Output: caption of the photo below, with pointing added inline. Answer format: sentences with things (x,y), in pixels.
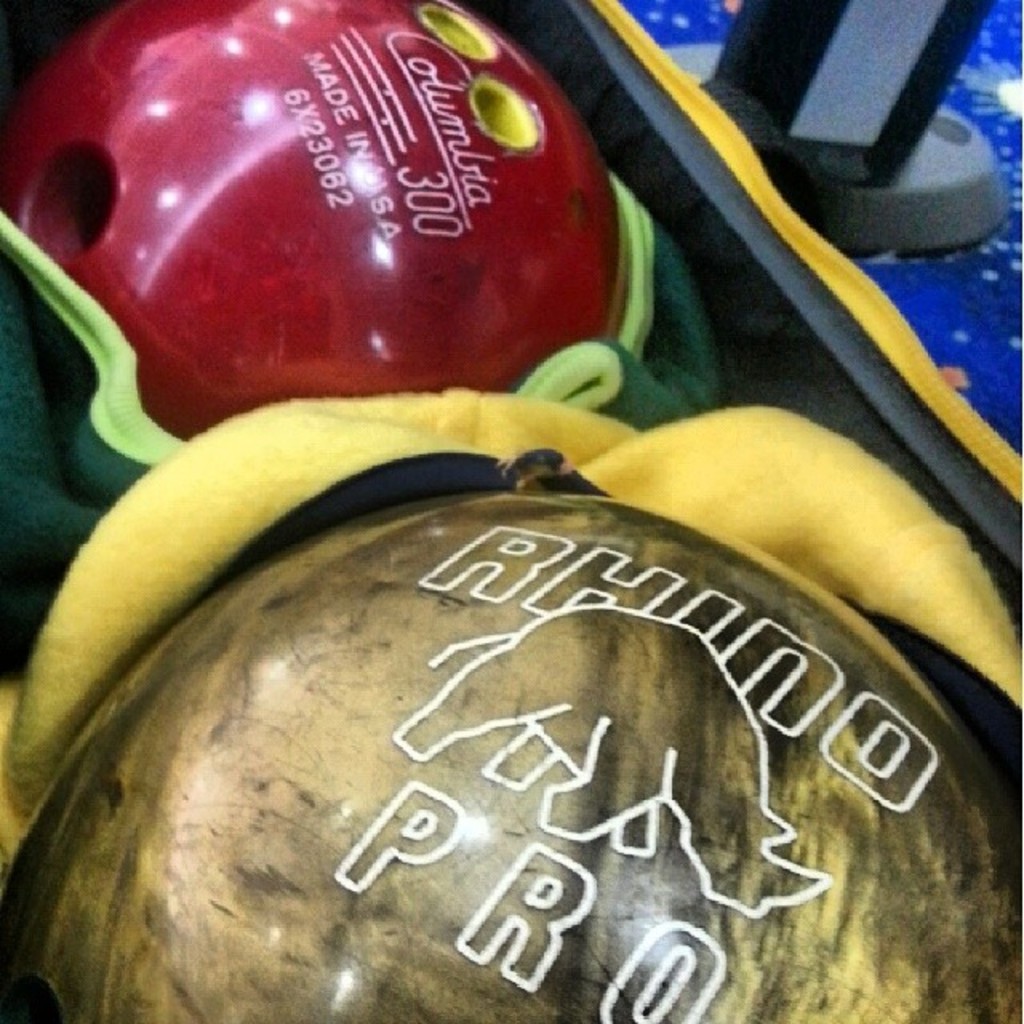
In this picture we can see bowling balls (483,143), clothes (417,467) and objects (923,111).
